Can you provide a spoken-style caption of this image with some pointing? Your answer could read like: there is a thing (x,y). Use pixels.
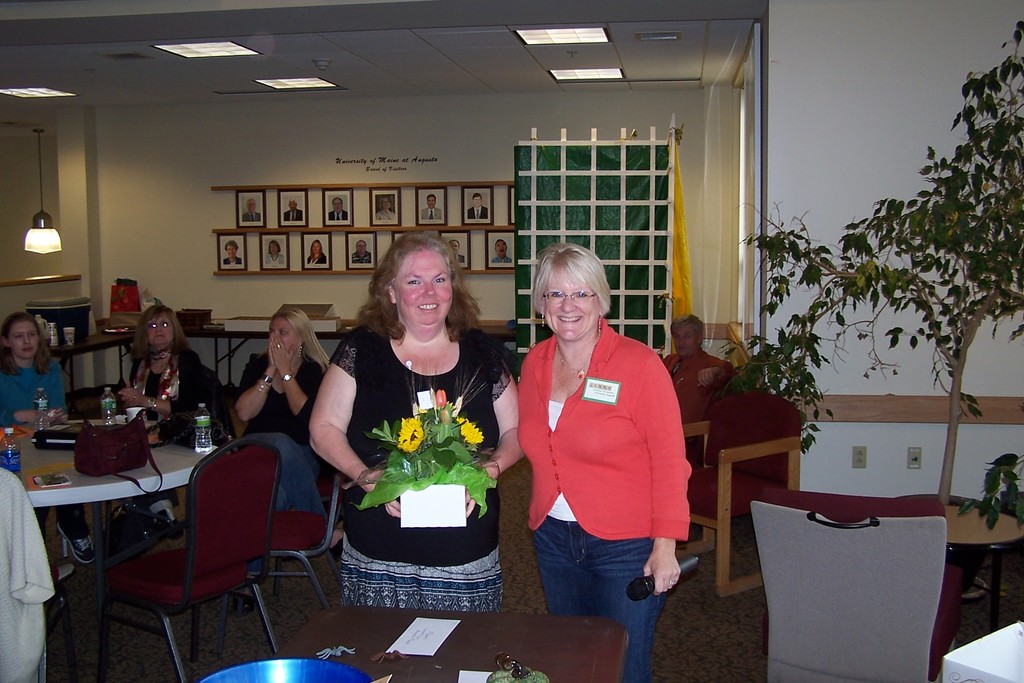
In this picture we can see a women (434,341) holding a flower bouquet (420,443), on his right side another women (600,449) wearing a red cardigan (621,461) and holding a mic (641,590). On the left side (159,353) there are three women (247,386) sitting on a chair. On a table (53,500) we can see some water bottles (105,408), purse (110,453), files (72,441) and mobile (54,480). On the right side (987,249) we can see a tree (988,249). On the background (402,231) there are photo-frames (342,213) on the wall (315,167). A person (692,325) sitting on chair (709,394).
